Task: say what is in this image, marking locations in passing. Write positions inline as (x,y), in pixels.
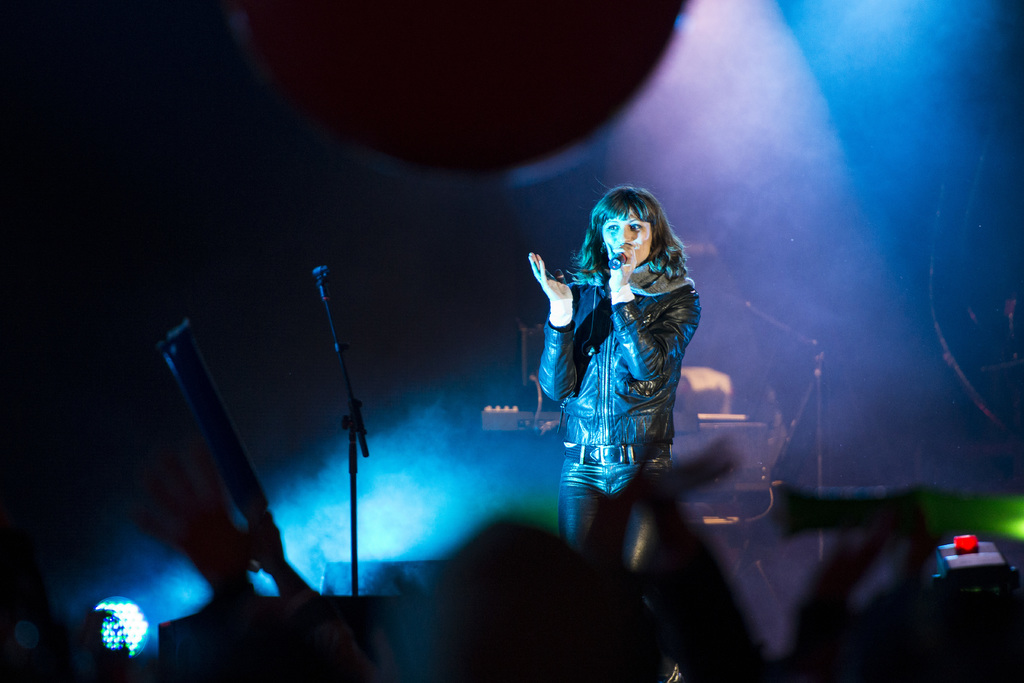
In this image I can see the person (579,417) wearing the dress (579,436) and holding the mic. To the side of the person (566,310) I can see an another mic (345,344), musical instrument (702,483) and an object (984,595). And there is a blue, purple and black background (43,117).
